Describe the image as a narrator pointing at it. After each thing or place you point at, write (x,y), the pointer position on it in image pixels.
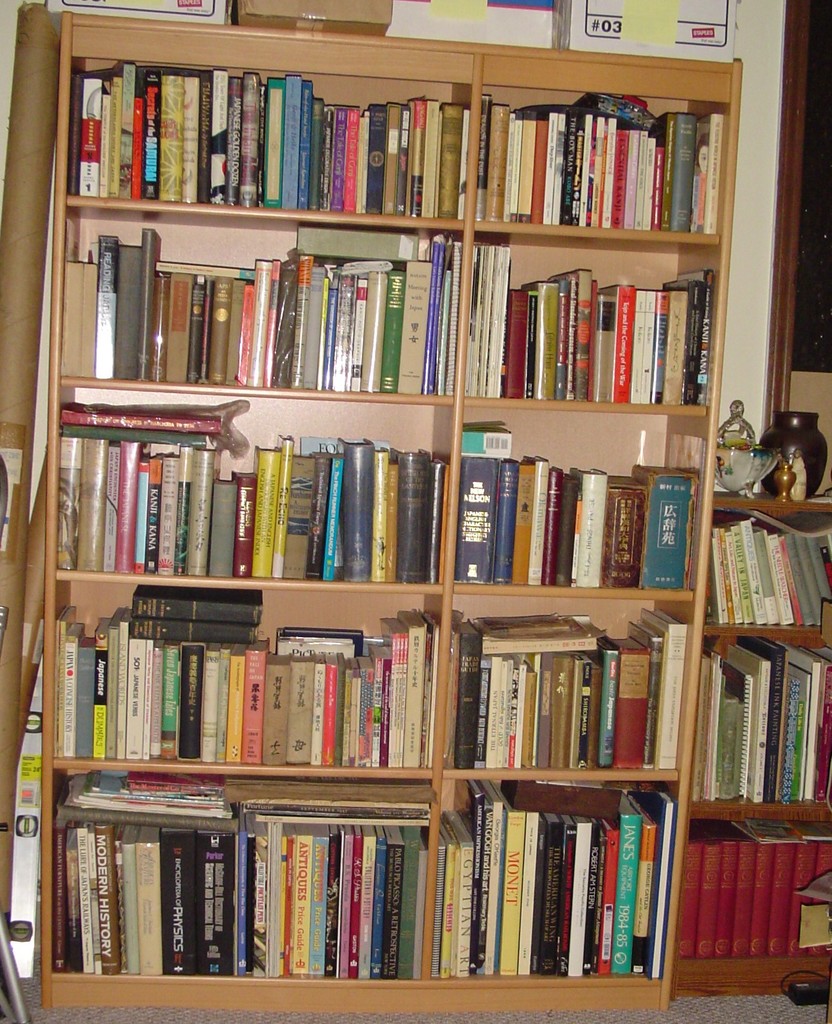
In this image, we can see wooden shelves (441,702). On the racks (817,810), so many books (471,719) are placed. On the right side (799,434) and left side of the image (31,669), we can see few objects (7,681). Background (741,205) we can see wall (742,219), poster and few boxes (422,0). At the bottom (638,1017), there is a floor (654,1018).
